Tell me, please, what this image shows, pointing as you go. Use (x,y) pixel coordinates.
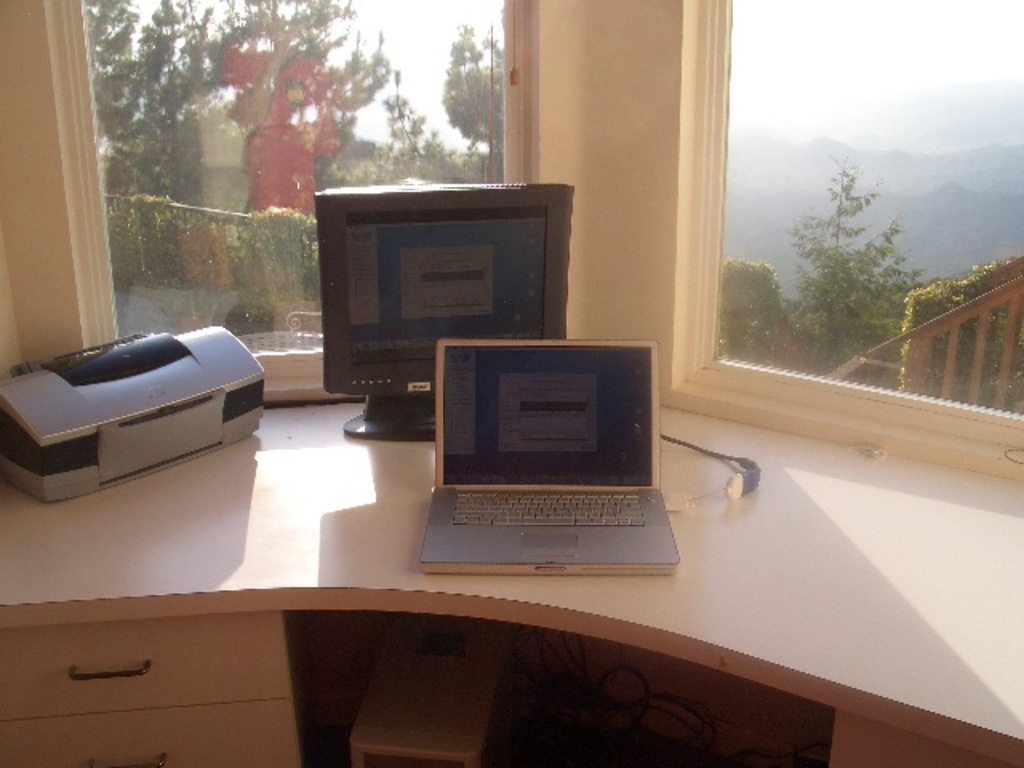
In this picture we can see a monitor (376,279) and a laptop (629,497) on the table (879,620). This is window (997,324). And there are trees (856,278). There is a sky (829,73).
